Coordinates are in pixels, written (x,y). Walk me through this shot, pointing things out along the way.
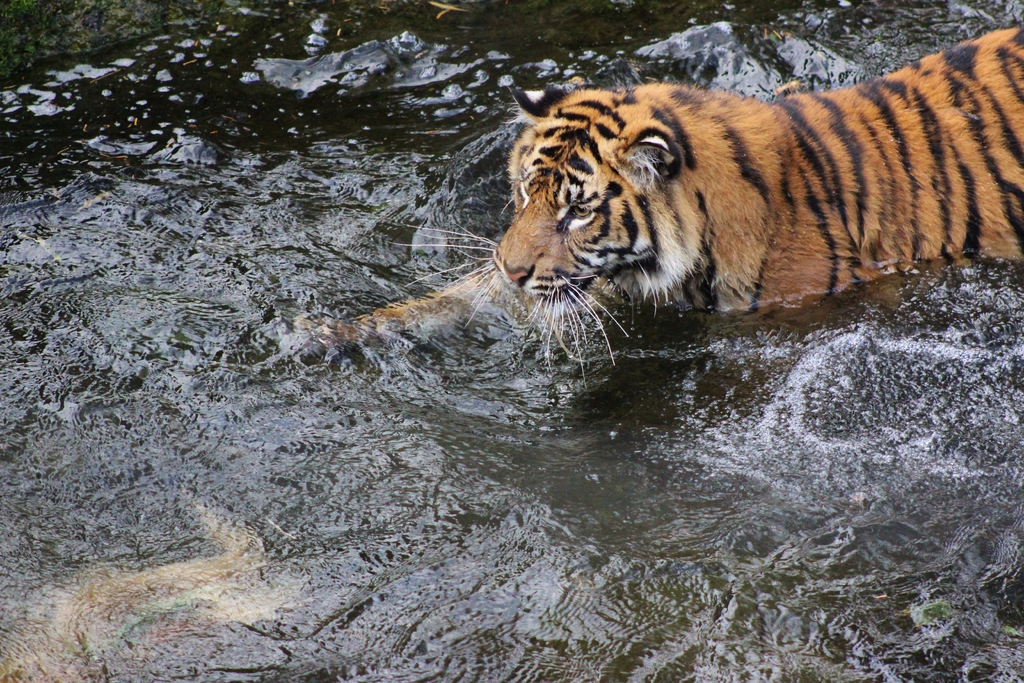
In this image there is a tiger (566,295) in the water (352,287).
